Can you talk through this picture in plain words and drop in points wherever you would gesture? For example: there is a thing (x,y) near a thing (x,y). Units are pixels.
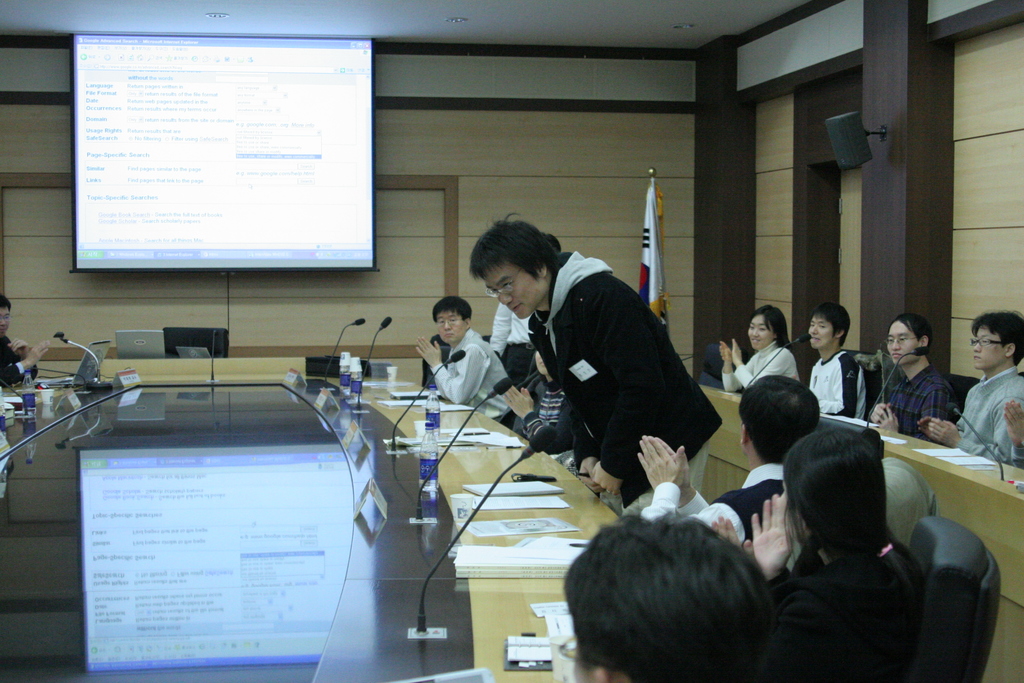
In this image people (795,498) are sitting on chairs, in front of them there is a table (440,601), on that table (477,591) there are papers (487,559), water bottles (437,433) and mics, in the background (39,269) there is a wooden wall (465,280) and there is a screen (142,208).
